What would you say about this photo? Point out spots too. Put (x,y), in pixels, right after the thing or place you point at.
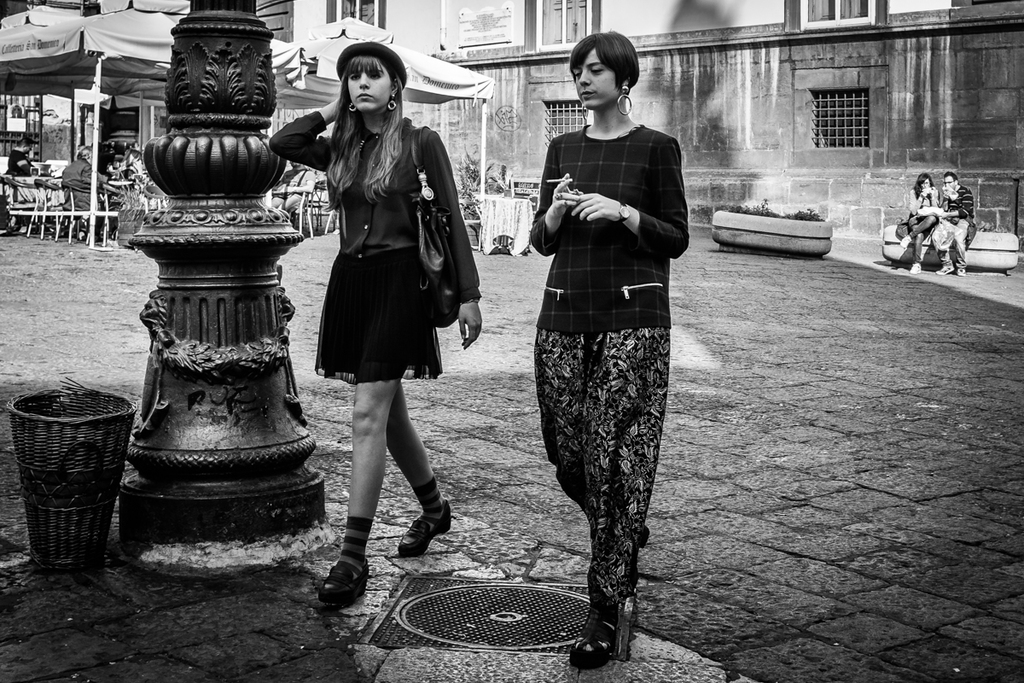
In this picture I can see a building (890,19) and couple of tents (137,81) and I can see few people (116,165) seated on the chairs (102,186) under the tents (96,162) and couple of them walking and I can see couple of them seated on the right side (951,233) and I can see plants (801,219) and a basket (93,487) near the pole (157,450).
